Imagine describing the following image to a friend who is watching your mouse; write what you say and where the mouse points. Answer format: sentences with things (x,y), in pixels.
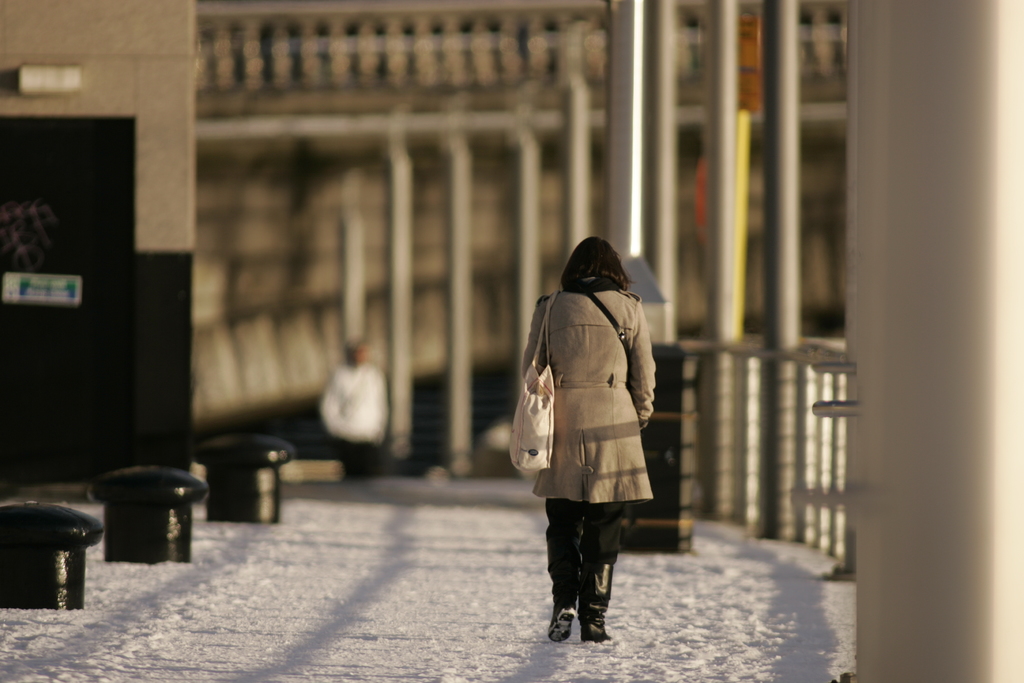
In the center of the image (597,384) we can see a person (612,456) is walking and wearing coat (606,400) and bag (530,397). In the background of the image (480,222) we can see the pillars (403,234), wall (388,232), railing (303,89) and a person (381,425). On the left side of the image (98,322) we can see a door (76,228) and boards (48,276), poles (247,439). At the bottom of the image (407,617) we can see the snow (401,627).
